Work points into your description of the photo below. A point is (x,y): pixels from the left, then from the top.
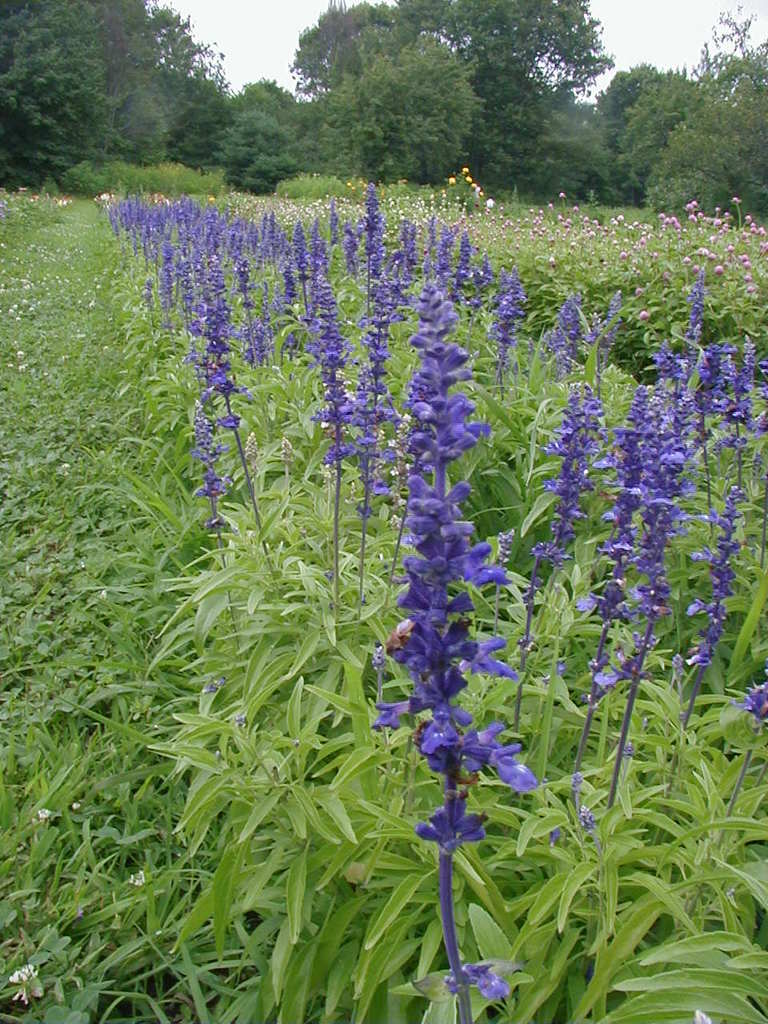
In this image, we can see plants (474,504) with flowers (746,697) and in the background (345,56), there are trees (413,81).
